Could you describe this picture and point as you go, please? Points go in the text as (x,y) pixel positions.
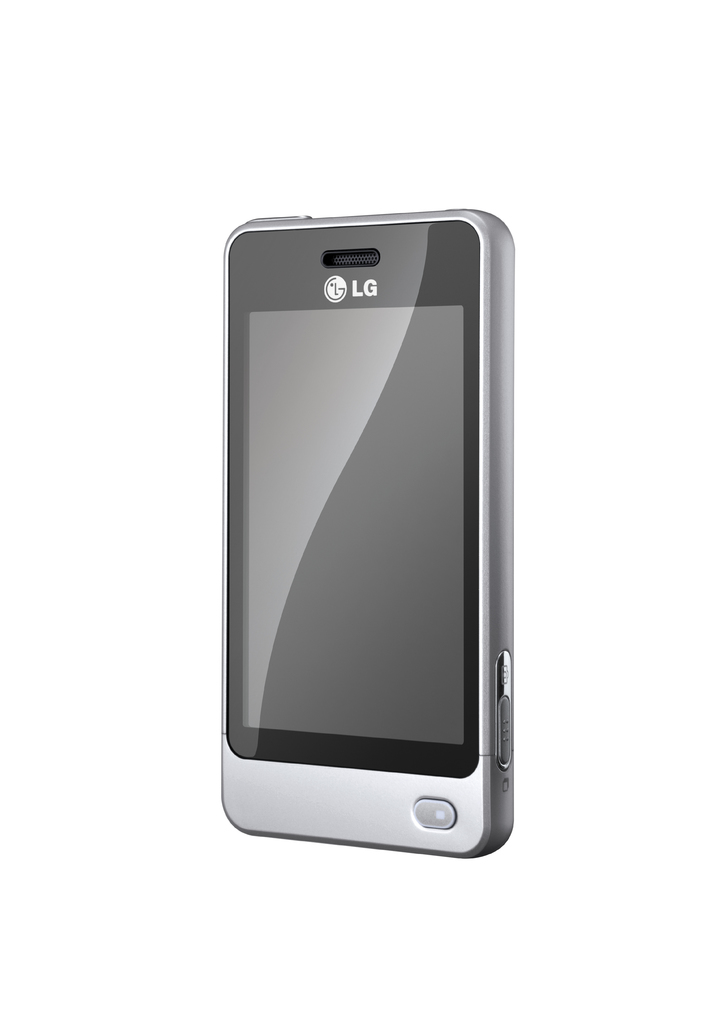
In this picture I can see an electronic device (228,511) in front (411,273) and I can see a logo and 2 alphabets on it and I can see the buttons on the right side of this phone (430,713) and I see that it is white color in the background (565,319).
